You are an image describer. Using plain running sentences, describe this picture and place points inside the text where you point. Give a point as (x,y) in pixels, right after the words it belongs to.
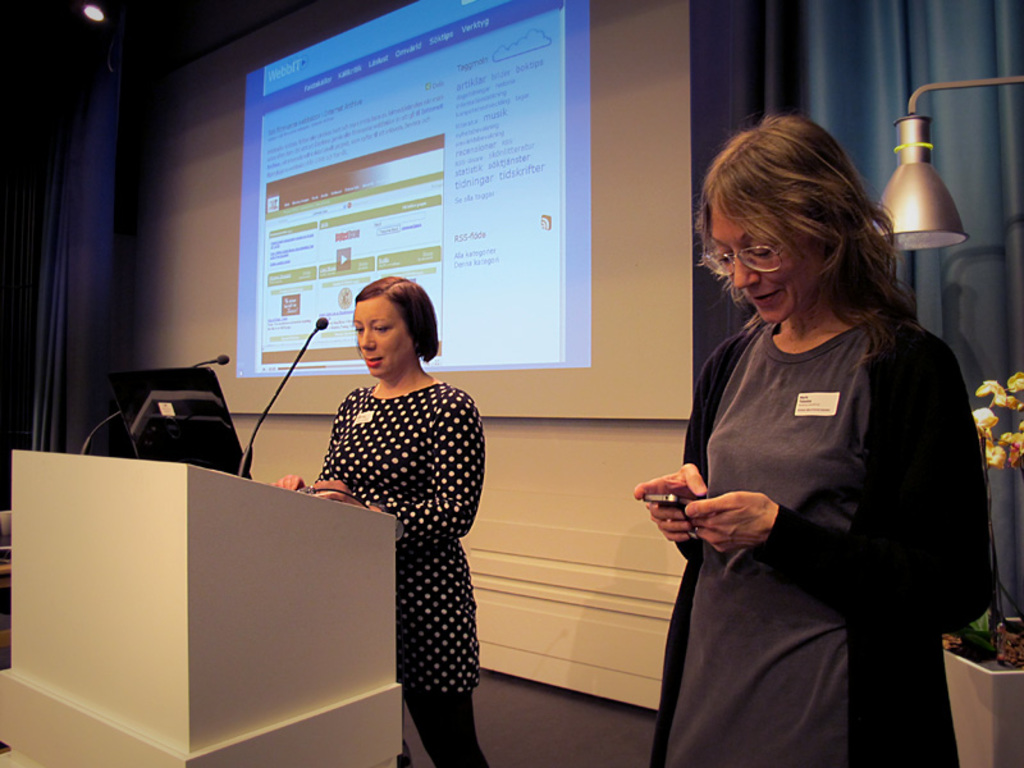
In the picture we can see a woman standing near the desk (308,562) and talking in the microphone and beside it we can see a computer system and behind her we can see a wall (599,534) with a screen (300,101) and some information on it and beside it we can see a curtain (987,244) which is blue in color and in front of it we can see another woman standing and operating mobile phone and behind her we can see a lamp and in the background (990,504) we can see a curtain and to the ceiling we can see a light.
